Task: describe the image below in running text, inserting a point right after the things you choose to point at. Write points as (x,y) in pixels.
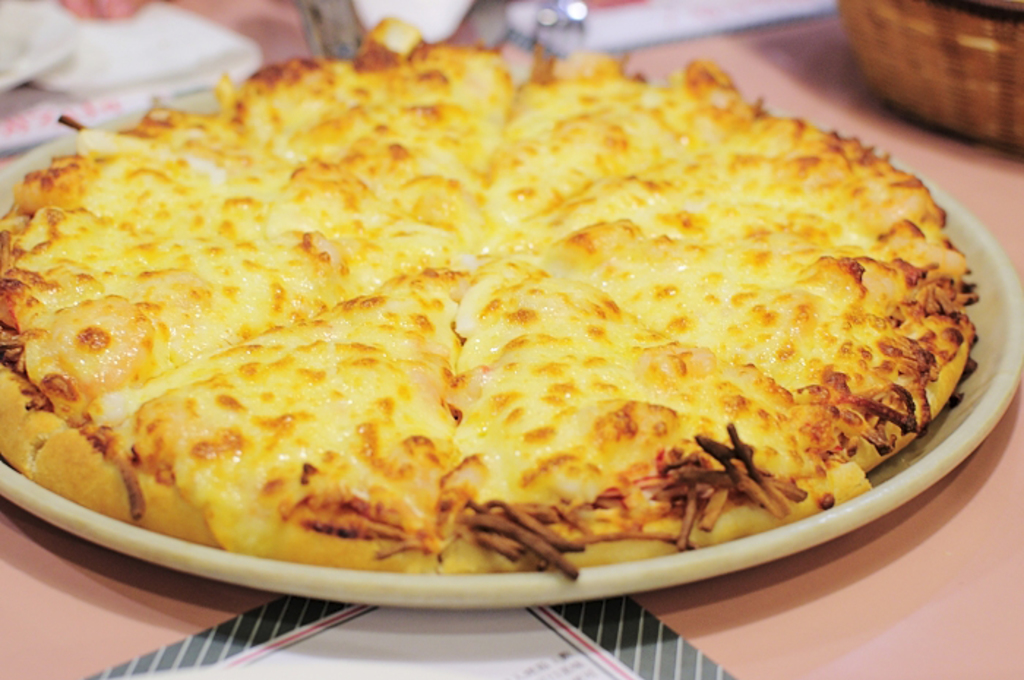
In this picture there is a food (447,334) on the plate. At the back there objects (150,59) and there is a basket (870,54) and there is a paper (491,664) on the table (809,637).
